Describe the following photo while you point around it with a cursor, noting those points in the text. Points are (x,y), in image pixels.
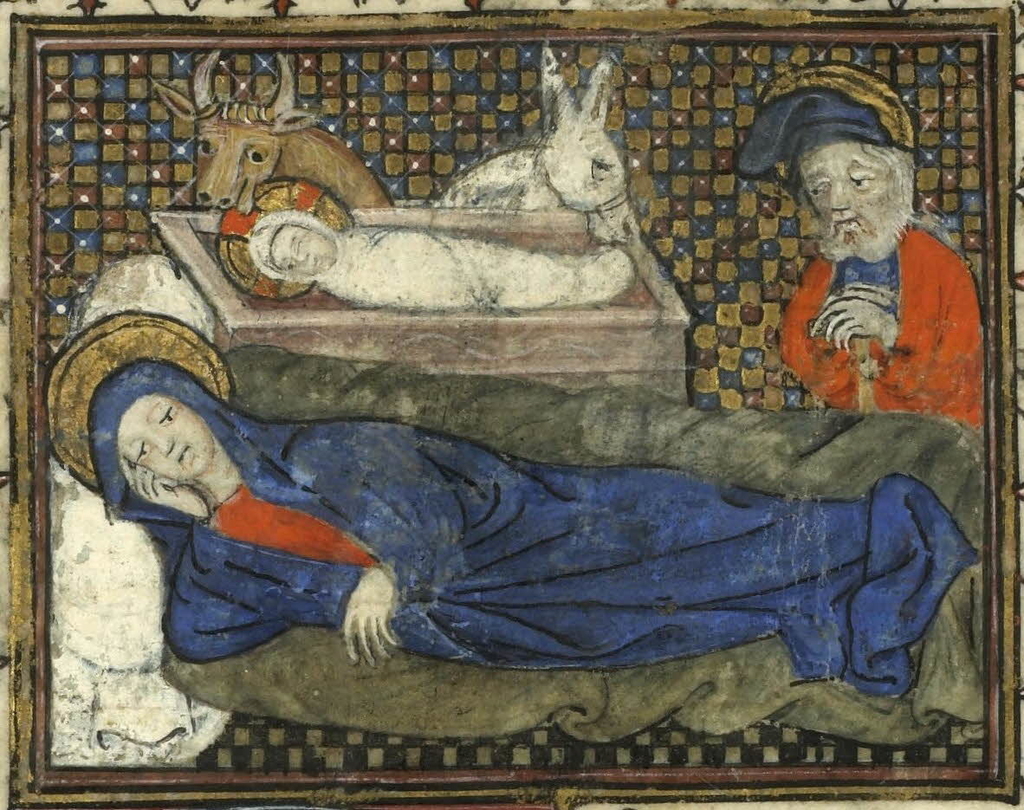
This is a painting. A person (440,485) is lying wearing a blue blanket (470,607) and there is a pillow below his head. A person (878,331) is standing at the right (892,358) wearing a cap (864,130) and an orange dress (932,348) and holding a stick (860,368). A person (515,285) is lying on the bed (601,313) at the center (585,301) wearing a white blanket (530,262). 2 animals (318,168) are present at the back (570,151) and there is a block background (403,65).
